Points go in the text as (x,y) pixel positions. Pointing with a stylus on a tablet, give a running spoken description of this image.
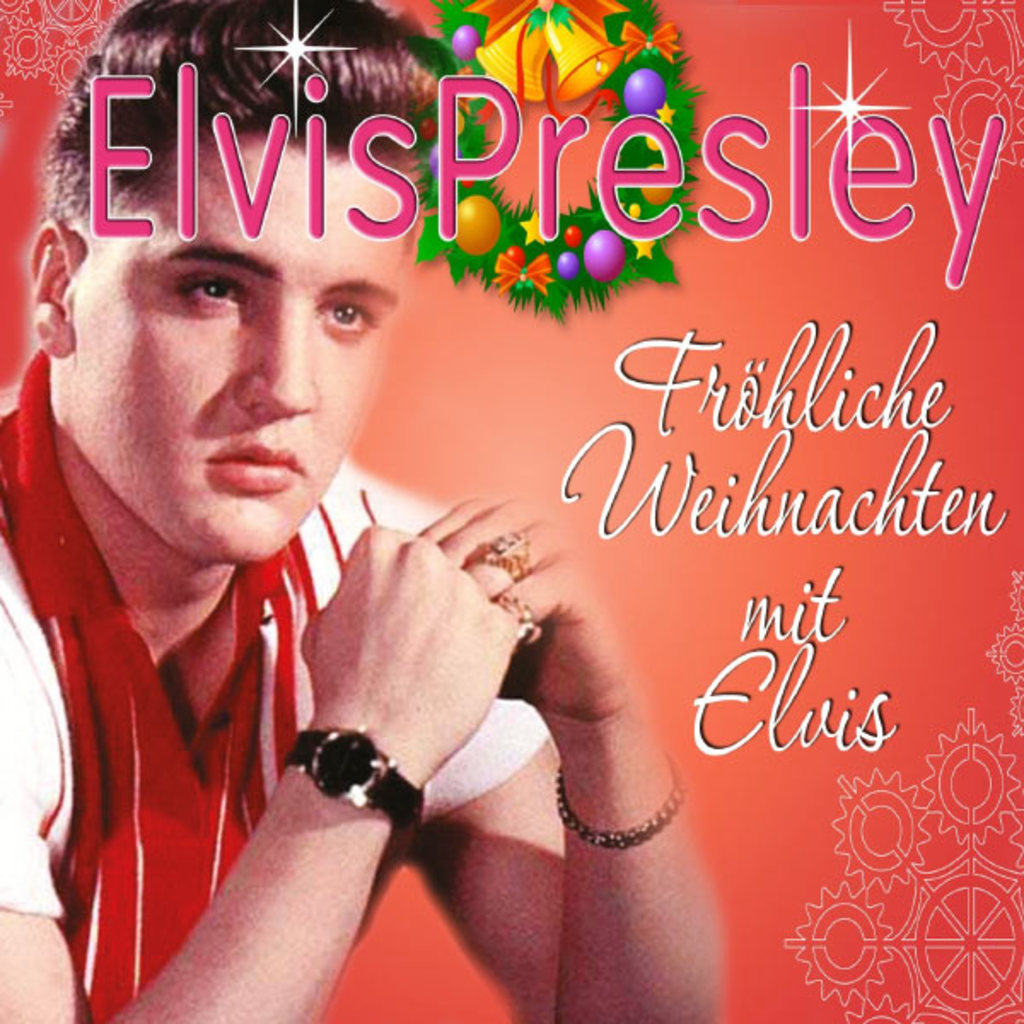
In this image I can see the poster (568,423). In the poster (473,475) I can see the person (88,761) wearing the red and white color dress (81,768). And I can see something is written on it.
